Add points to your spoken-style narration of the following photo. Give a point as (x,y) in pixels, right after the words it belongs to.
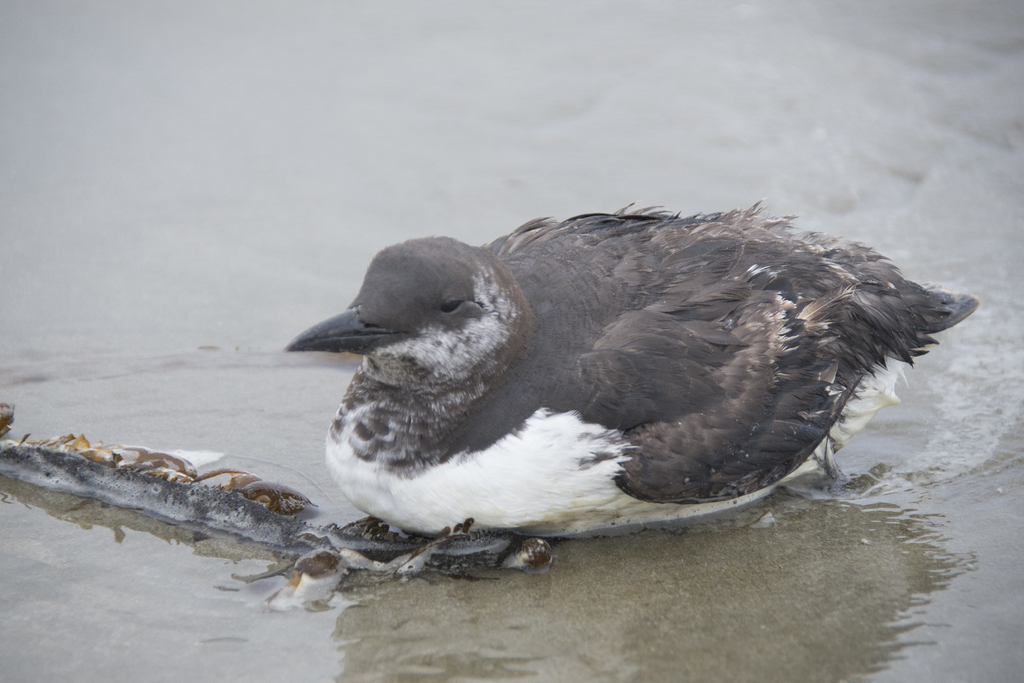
In the center of the picture (408,268) there is a bird (605,416). On the left (241,508) there is an object (248,494). At the bottom (578,619) there is sand (734,598). On the right (937,429) there is water (958,267).
